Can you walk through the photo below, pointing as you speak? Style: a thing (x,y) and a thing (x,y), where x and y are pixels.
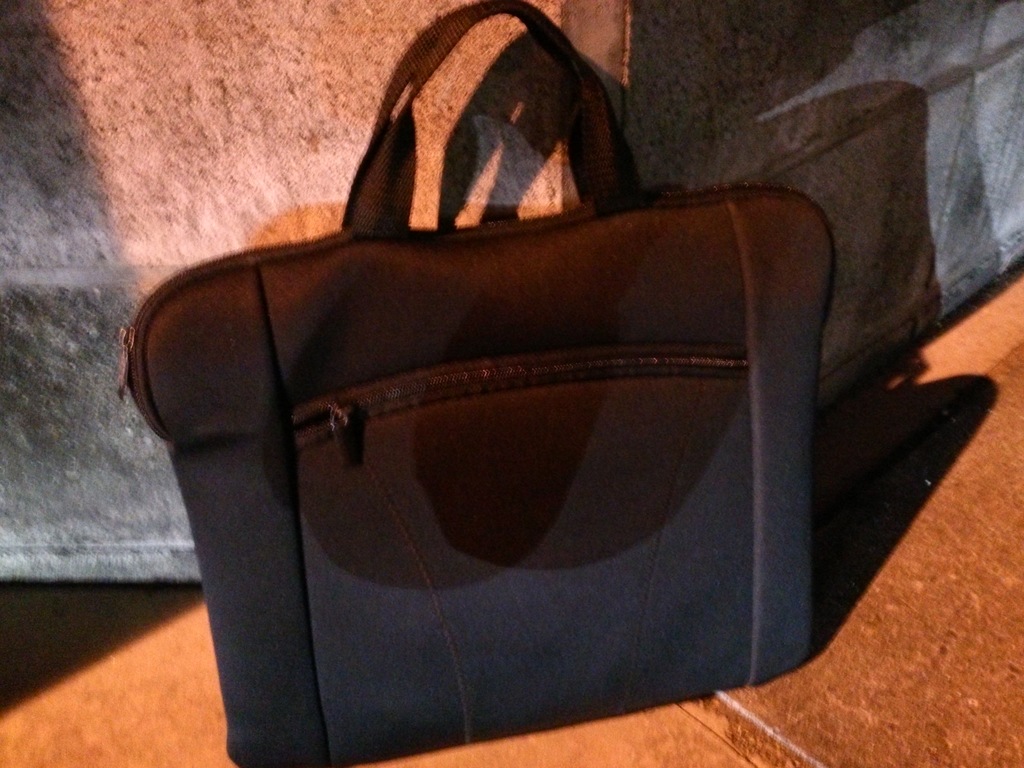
This image consists of a bag (564,473) which is in black color. It is placed on a floor (801,700). It has a Zip (523,373) in front of it.
